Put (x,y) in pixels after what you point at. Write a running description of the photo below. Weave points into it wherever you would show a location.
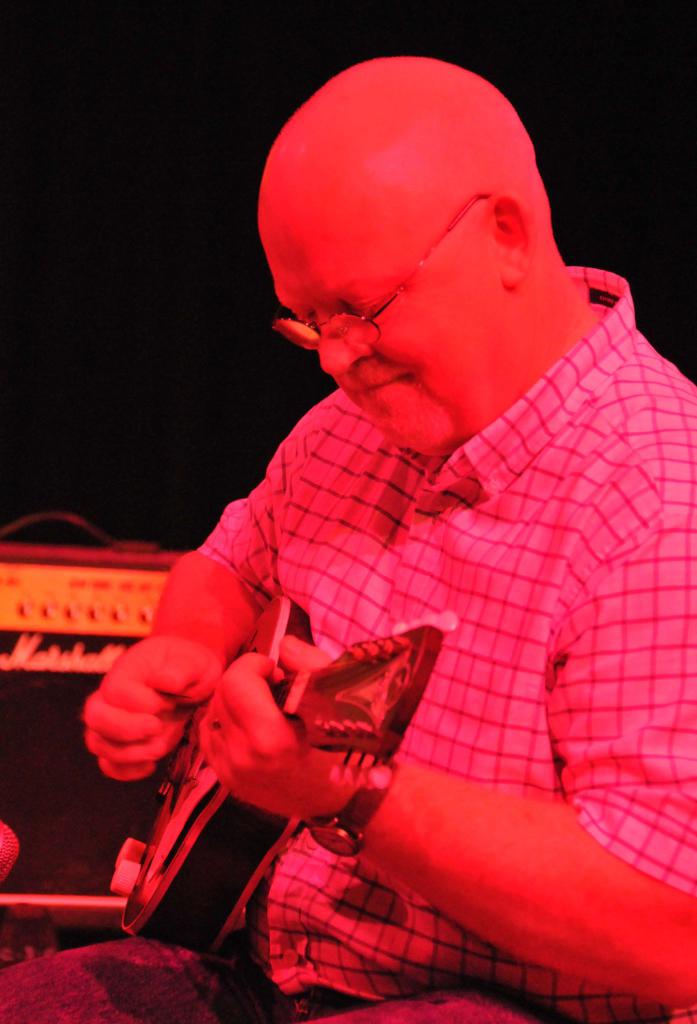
In this image, I can see the man (504,860) sitting and playing the guitar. He wore a shirt (590,576), spectacle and trouser (183,1002). This looks like a musical instrument (71,610). The background (94,209) looks dark.
